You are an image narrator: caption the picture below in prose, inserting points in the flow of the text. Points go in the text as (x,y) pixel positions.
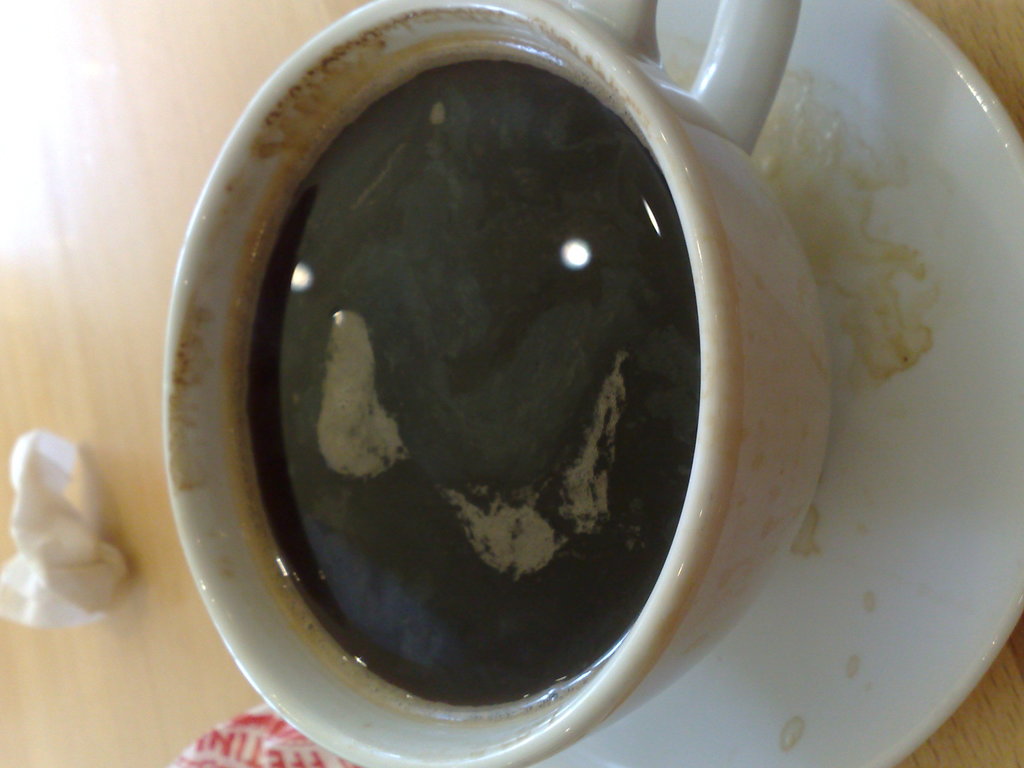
In this image there is a cup (729,362) with a liquid (684,259) in it, on the saucer (845,391), and in the background (68,498) there is a tissue (56,503) and an object (258,764) on the table (162,223).
